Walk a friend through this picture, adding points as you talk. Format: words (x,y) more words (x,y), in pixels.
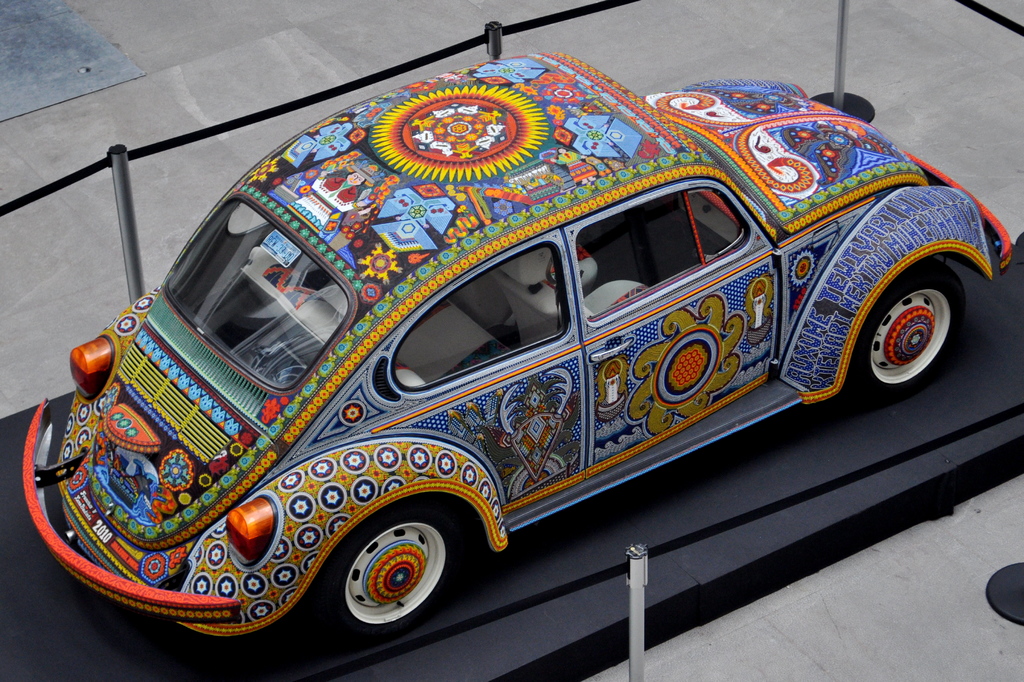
In this picture we can see a car (648,350) on the platform (794,459) and poles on the floor (784,4).
